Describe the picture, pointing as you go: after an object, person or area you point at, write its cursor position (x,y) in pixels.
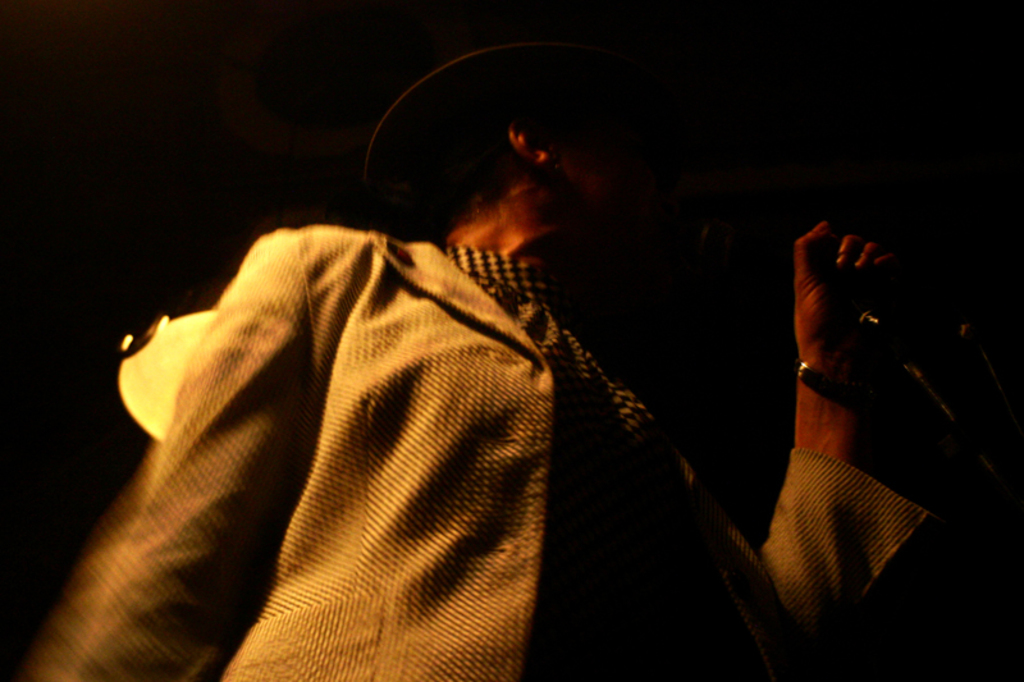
In this picture we can see women (618,148) wore jacket (462,330), scarf (492,293) to her neck (463,247) and cap (447,79) on her head (611,71) standing and giving gesture and in background (148,414) we can see light (160,403) and here it is so dark.
